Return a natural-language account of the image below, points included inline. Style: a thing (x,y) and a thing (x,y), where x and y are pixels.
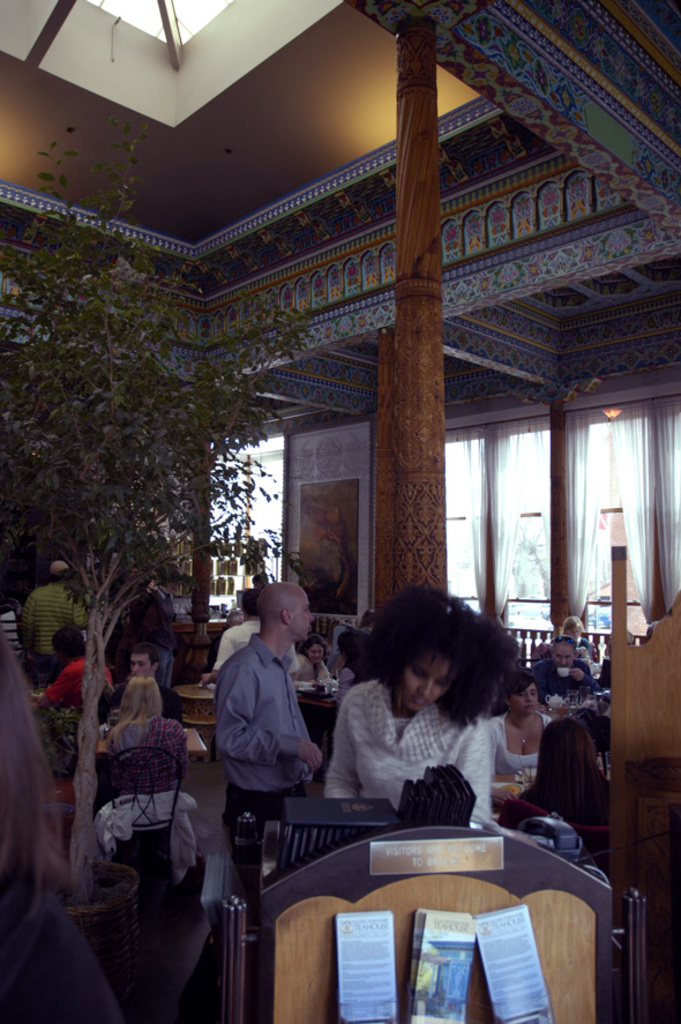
This picture describe about the inside view of the restaurant (536,632) in front (298,940) we can see the women (405,760) wearing white top (391,757) is standing near the table (357,808) full of menu cards (439,804). Behind we can see a man (275,714) wearing grey shirt (270,753) and pant (277,792) is standing, On the extreme behind we can see many table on which a man (585,683) is sitting and drinking the tea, and three big glass windows (592,503) with white curtains (582,464). And on the top ceiling (568,264) we see a blue art design crafts (352,233) is done.
